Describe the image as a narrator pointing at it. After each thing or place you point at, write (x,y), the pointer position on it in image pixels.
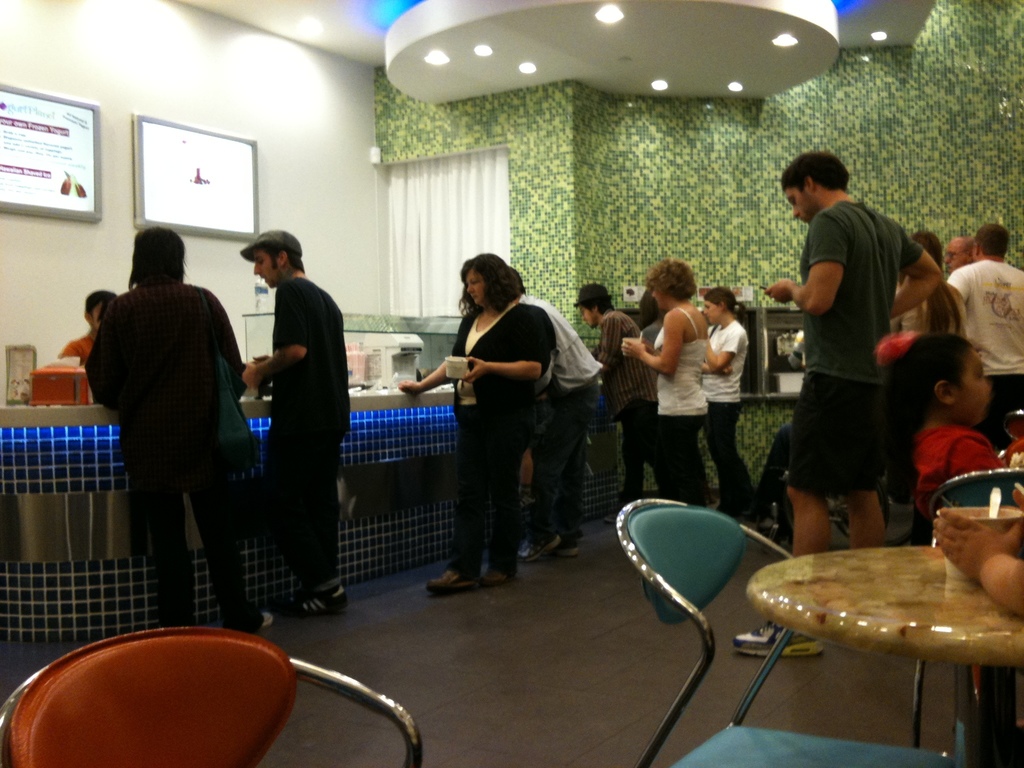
In this image i can see there are group of people (862,323) are standing and in front (935,611) we can see a table (891,611) and few chairs (704,626). On the top left of the image (167,113) we have white wall (157,83) and two screens (170,129) on it. On the top of the image (642,119) we have a lights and a green wall (645,150). On the left side of the image (119,441) we have a table (50,424) and a few objects (53,394) on it.
